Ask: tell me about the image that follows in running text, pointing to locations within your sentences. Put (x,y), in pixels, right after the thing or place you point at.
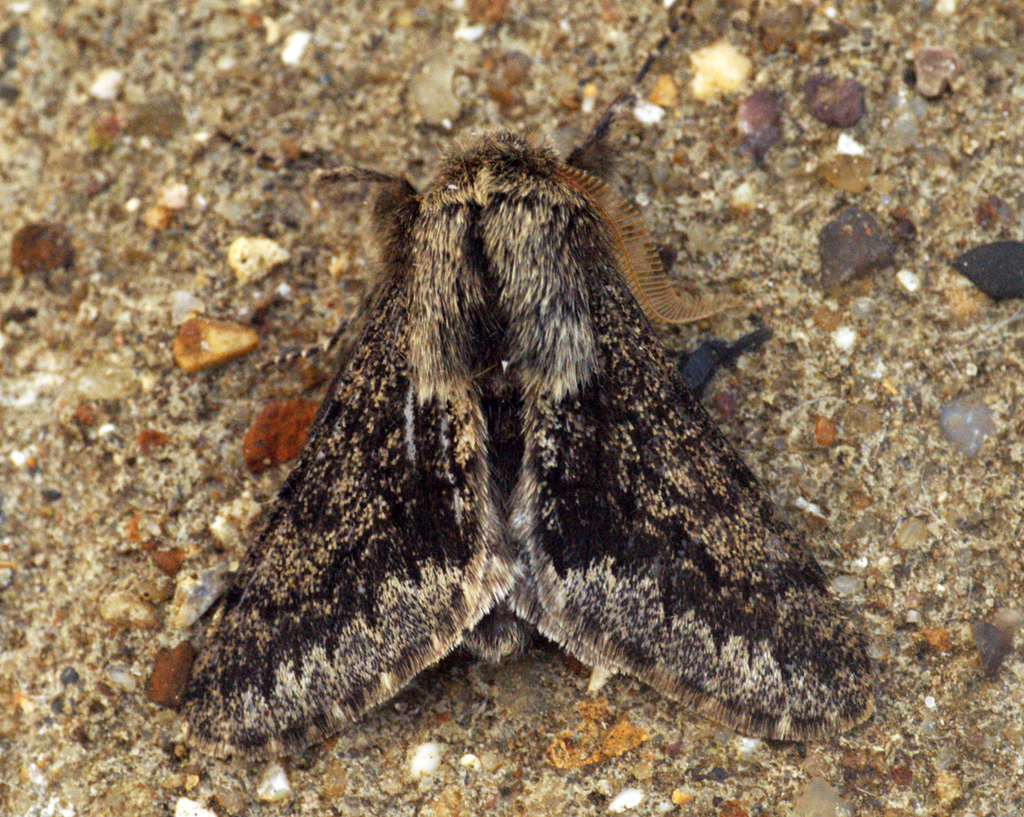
In this picture we can see an insect (404,562) on the surface (1003,423) and we can see stones (857,213).
